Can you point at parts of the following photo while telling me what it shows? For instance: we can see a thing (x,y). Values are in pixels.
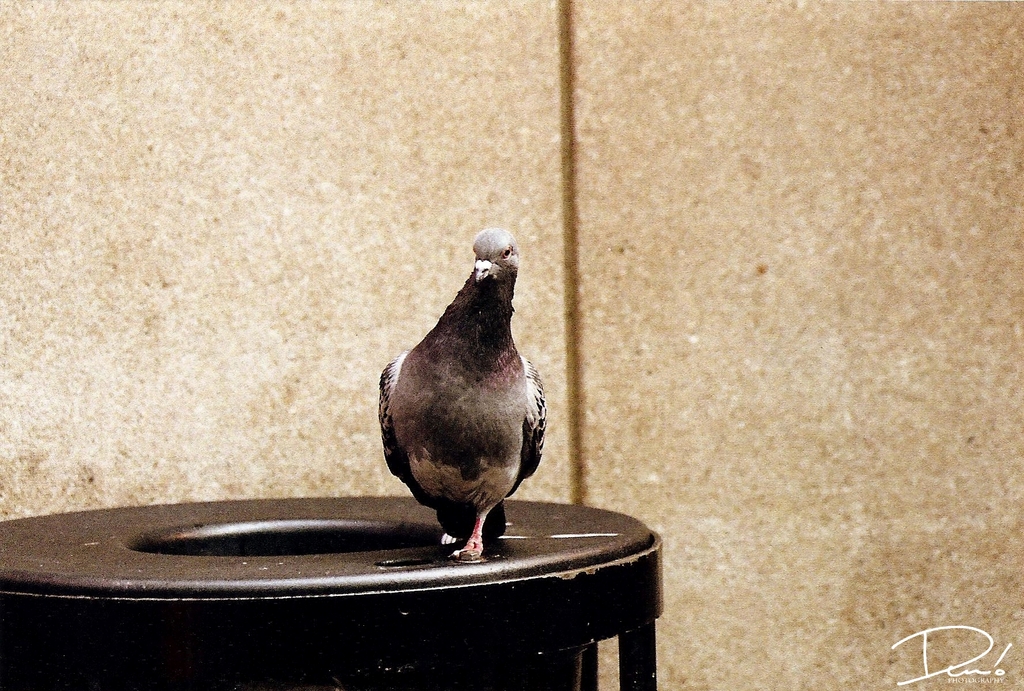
In this picture I can see a bird (461,357) and looks like a dustbin (257,632) at the bottom of the picture (406,568) and I can see a wall (547,177) in the background (438,87) and text (926,631) at the bottom right corner of the picture (906,645).
